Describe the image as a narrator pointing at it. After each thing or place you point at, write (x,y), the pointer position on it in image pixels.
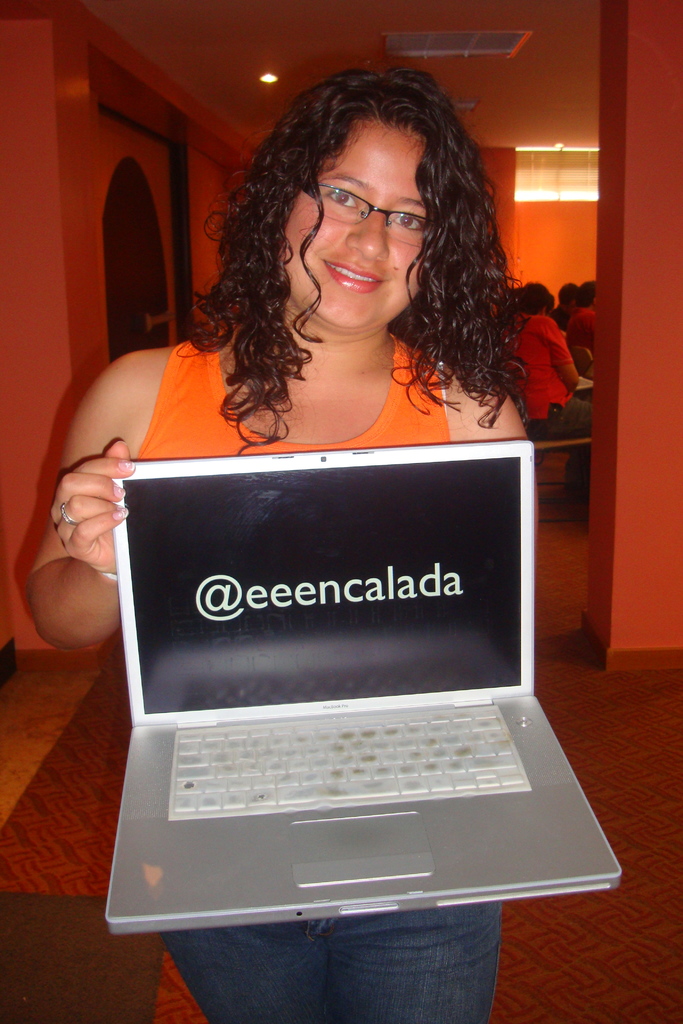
In this image in the foreground (293,574) there is one woman (393,207) who is standing and she is holding a laptop (372,539), and in the background (547,357) there are some people (559,328) who are sitting and there are some lights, door (131,213) and a wall (618,256). At the bottom (76,786) there is a floor (560,723).
